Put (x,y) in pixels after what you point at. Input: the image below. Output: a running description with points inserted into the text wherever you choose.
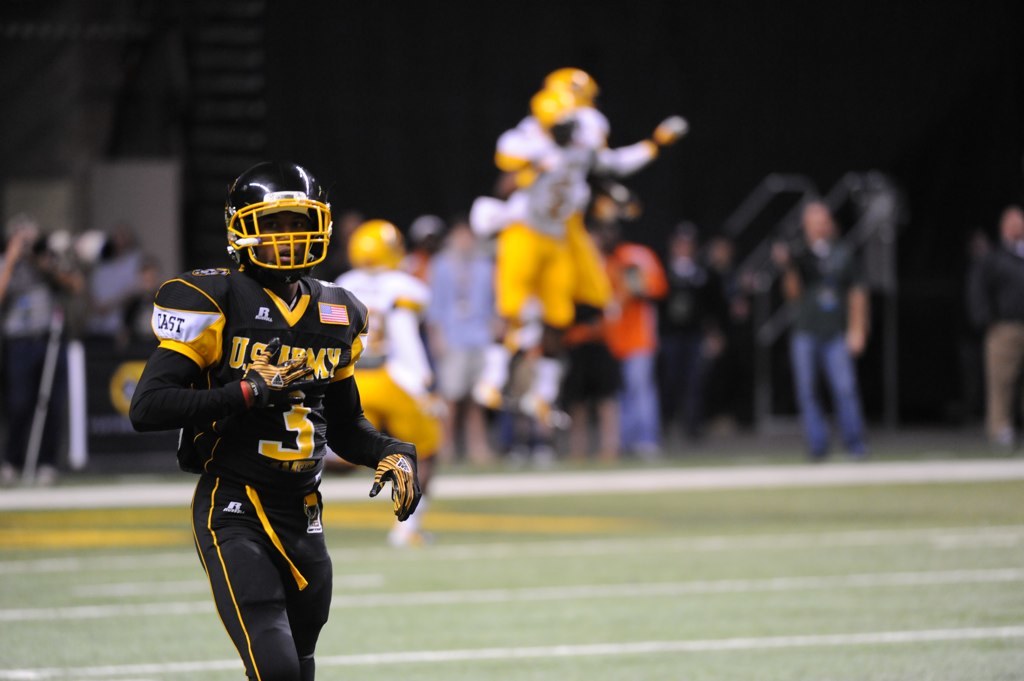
In this picture we can see a person (292,627) on the ground (70,550), he is wearing a helmet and in the background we can see a group of people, some objects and it is blurry.
